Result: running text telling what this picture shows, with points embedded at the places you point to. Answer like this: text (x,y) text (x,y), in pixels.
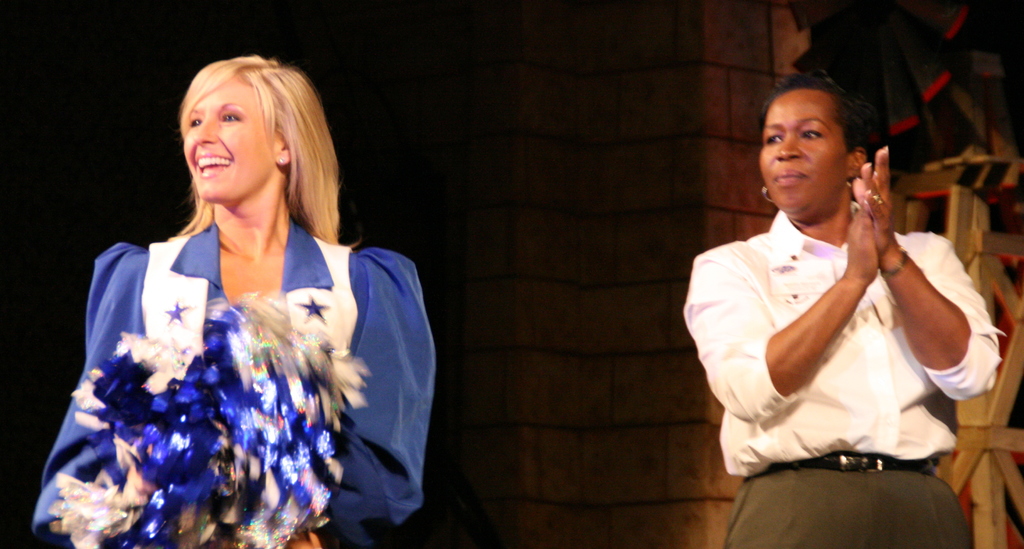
In the image two persons (728,543) are standing and smiling. Behind them there is a wall (521,90).
